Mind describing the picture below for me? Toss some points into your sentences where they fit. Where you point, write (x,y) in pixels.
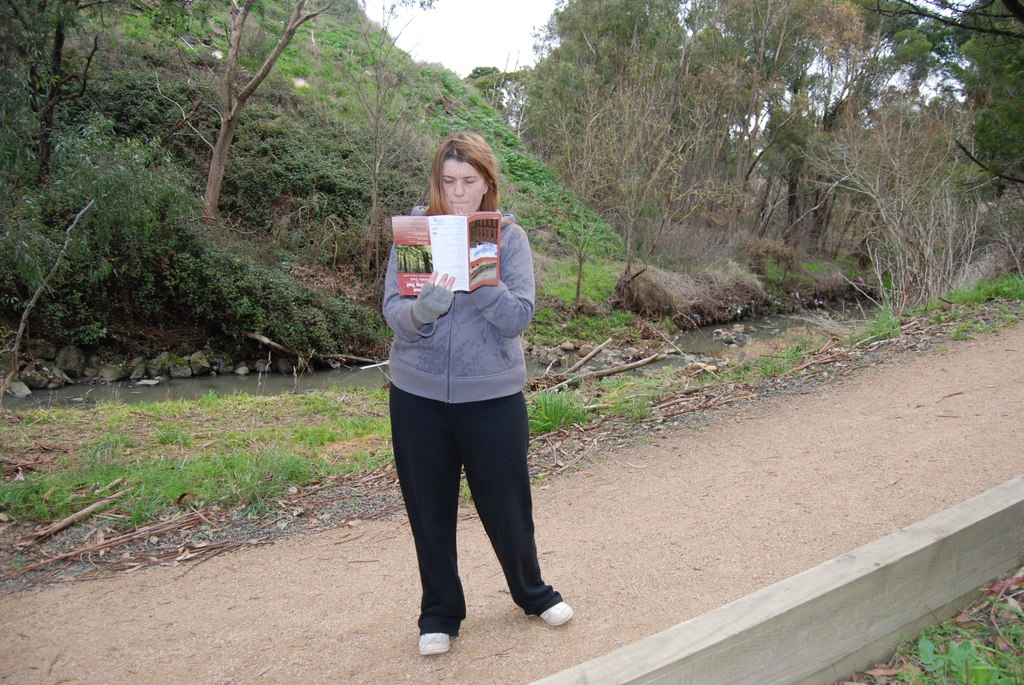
There is a person (444,324) standing and holding a book (459,282). Background (862,180) we can see trees (58,289), grass (142,449) and sky (449,33).
